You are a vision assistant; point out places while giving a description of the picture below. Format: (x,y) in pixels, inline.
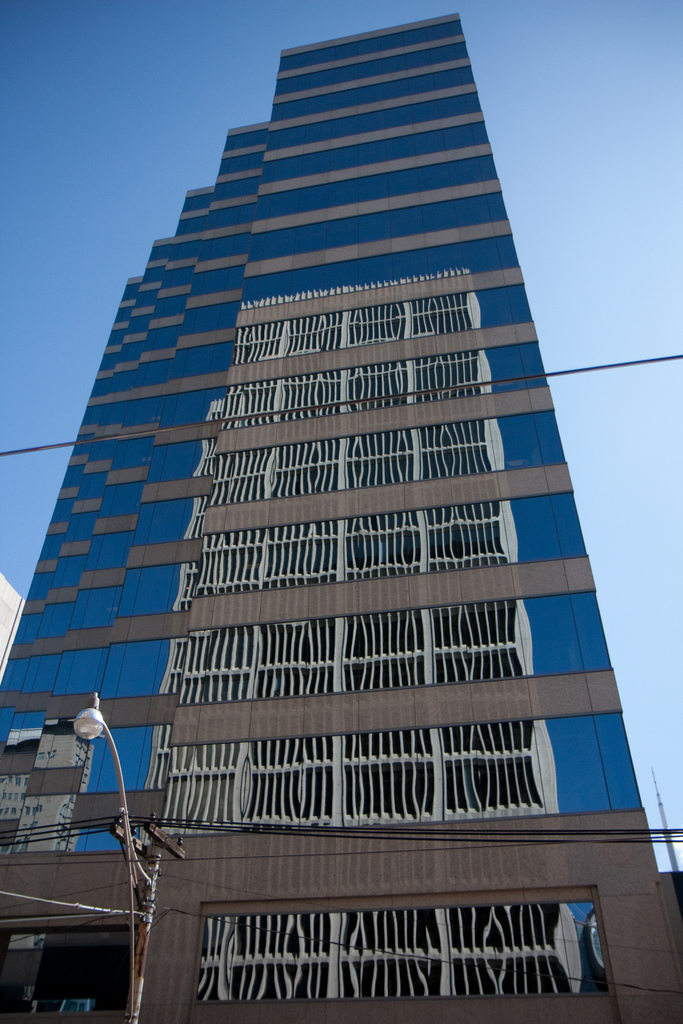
In the image we can see a building (384,683) and here we can see reflections (396,965). Here we can see electric wires (219,424), light pole (129,872) and pale blue sky (558,261).
